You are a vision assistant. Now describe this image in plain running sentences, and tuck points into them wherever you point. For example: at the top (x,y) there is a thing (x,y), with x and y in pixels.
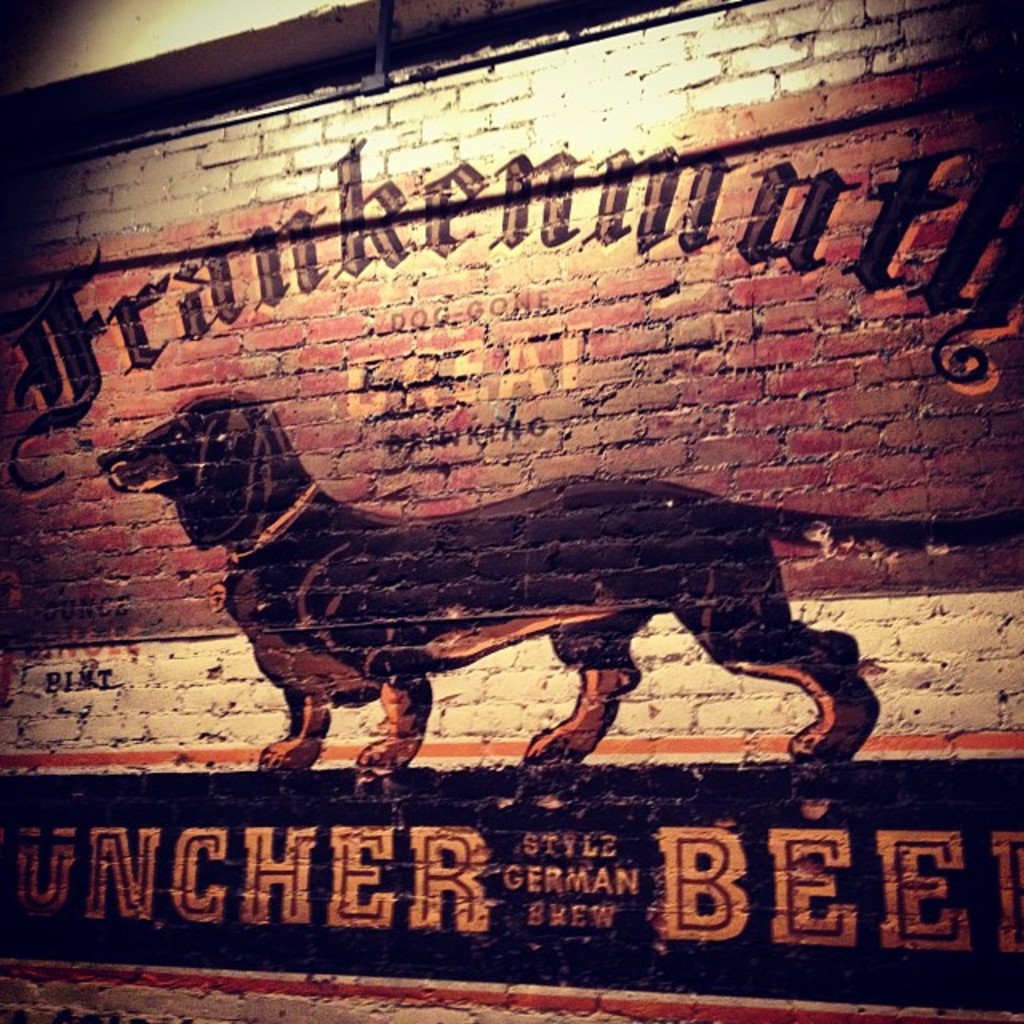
In the image we can see there is a painting (424,680) on the wall (384,539) of a dog (384,539) standing and there is matter (196,849) written on the wall (478,617). The wall (537,482) is made up of stone bricks (494,454).
